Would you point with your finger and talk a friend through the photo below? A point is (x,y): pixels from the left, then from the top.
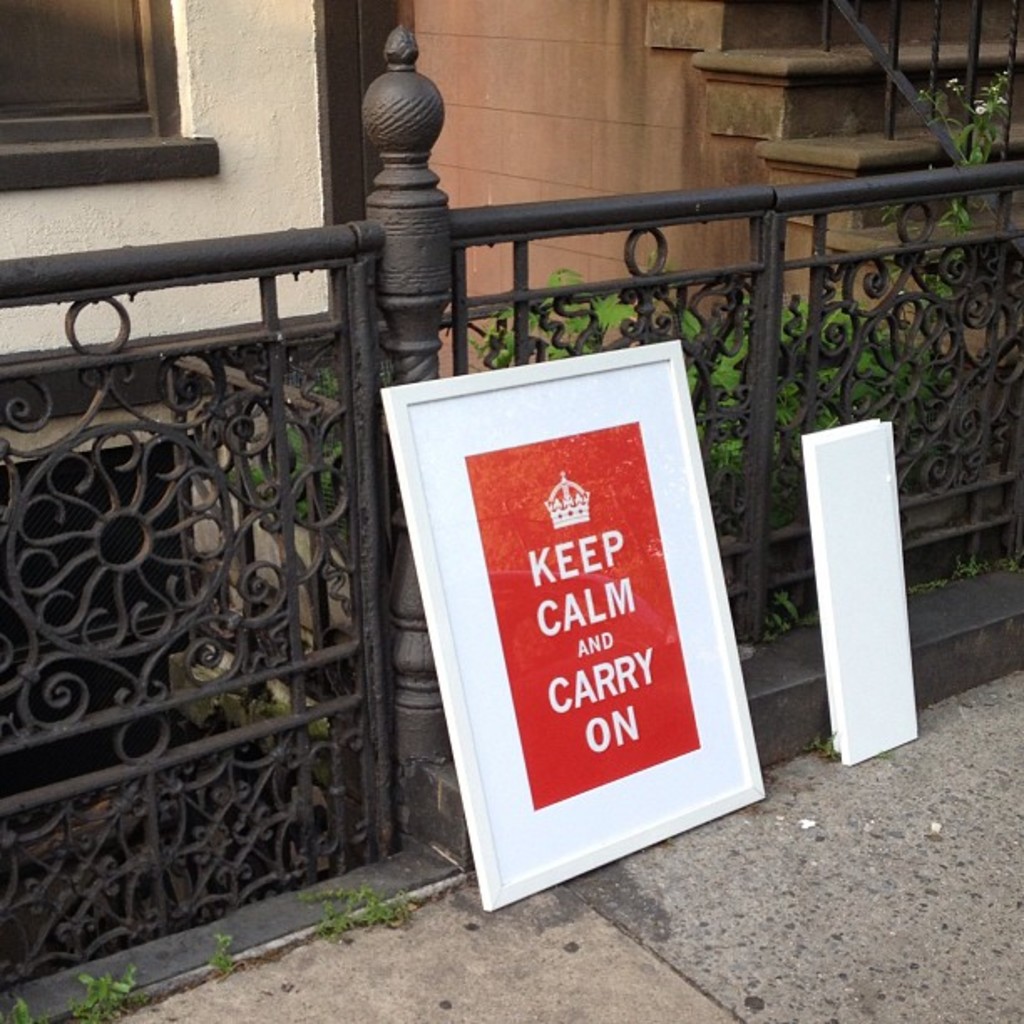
In this picture there is a red and white color photo frame (516,651) at the metal grill pipe (411,320). Behind there are steps (807,113) and yellow color wall (280,96).
